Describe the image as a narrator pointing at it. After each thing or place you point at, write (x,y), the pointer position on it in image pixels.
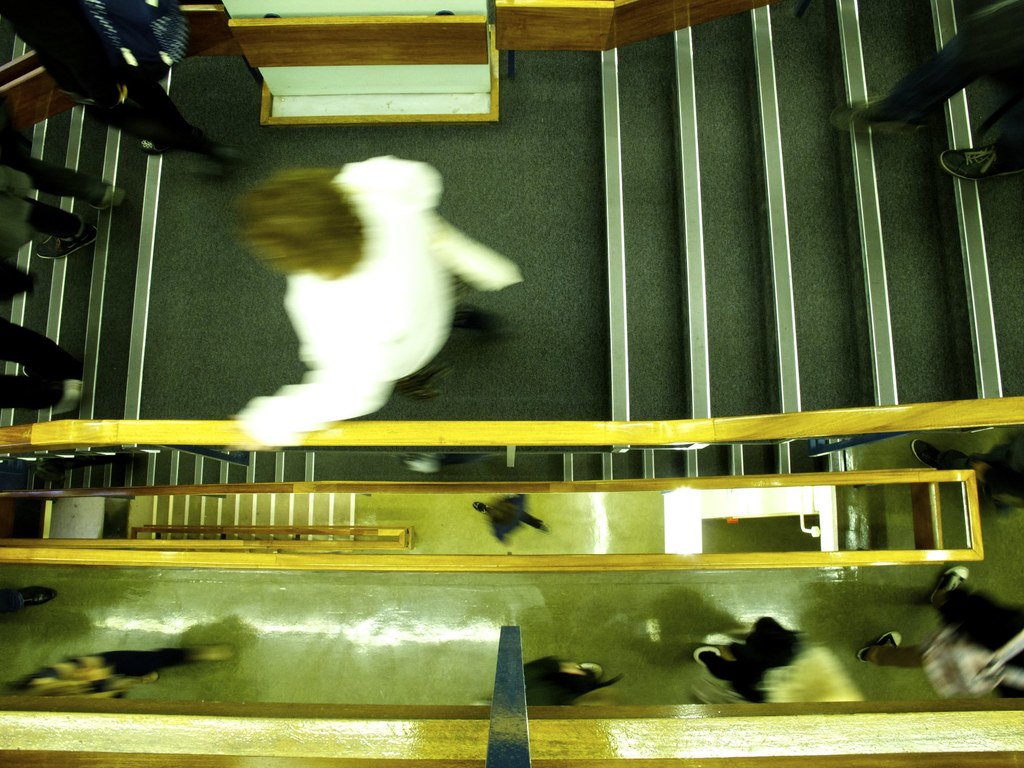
In this picture I can see there are few people (338,303) climb down the stairs (289,496) and there are multiple floors (334,648) and the image (420,285) of a person (292,194).
